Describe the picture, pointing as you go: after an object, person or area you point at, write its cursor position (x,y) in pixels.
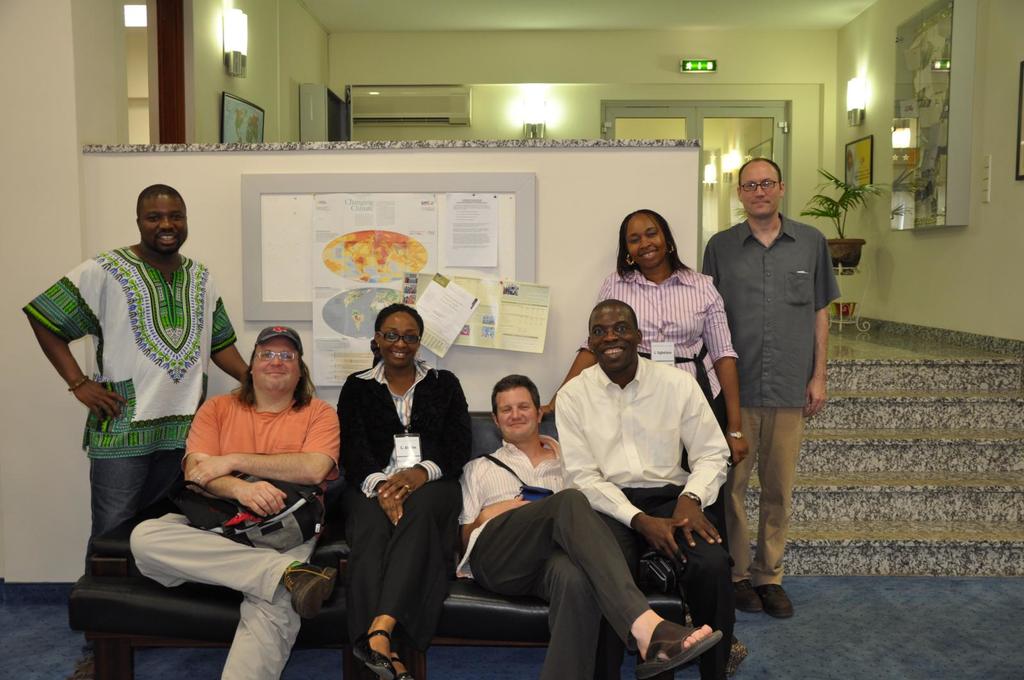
Here we can see few people (486,510) are sitting on a sofa (679,603) and there are three persons (744,298) standing on the floor (792,618). Here we can see poster (483,306), board (437,321), frames (859,151), lights (702,72), door (667,119), plant (820,190), and an AC (452,91). There is a wall (570,84).
